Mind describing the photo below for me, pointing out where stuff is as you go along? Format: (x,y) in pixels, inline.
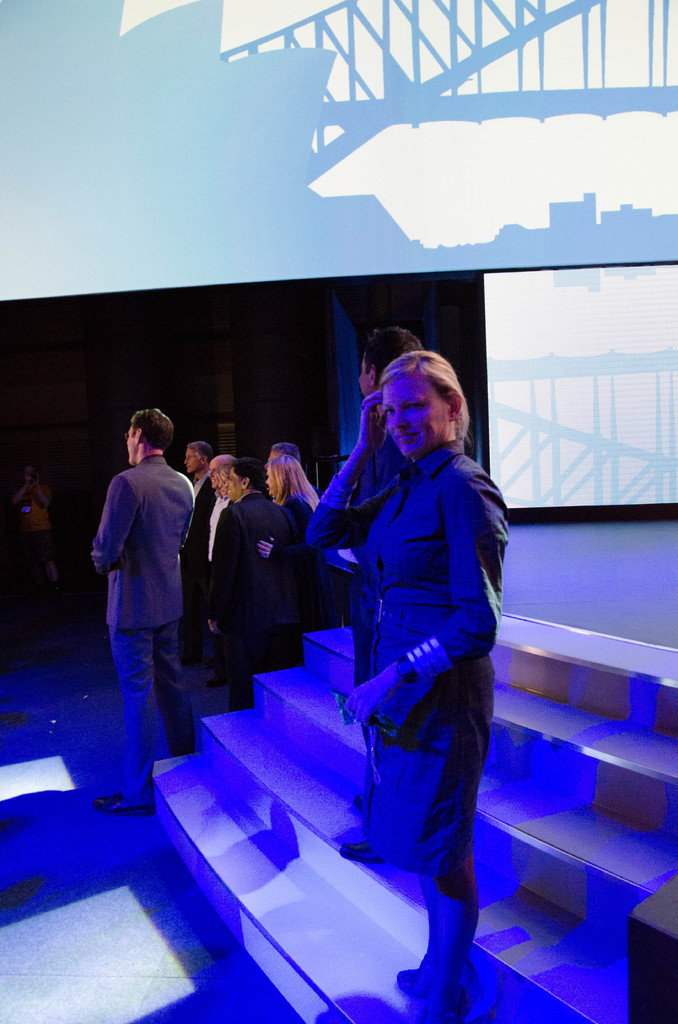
In this image in the center (414,582) there is one woman (426,823) who is standing, and at the bottom (417,877) there are some stairs (311,682) in the background (244,532) there are some people (164,526) who are standing and also there is a screen (605,419) and a wall (47,367). At the bottom (85,730) there is a floor (142,936).
